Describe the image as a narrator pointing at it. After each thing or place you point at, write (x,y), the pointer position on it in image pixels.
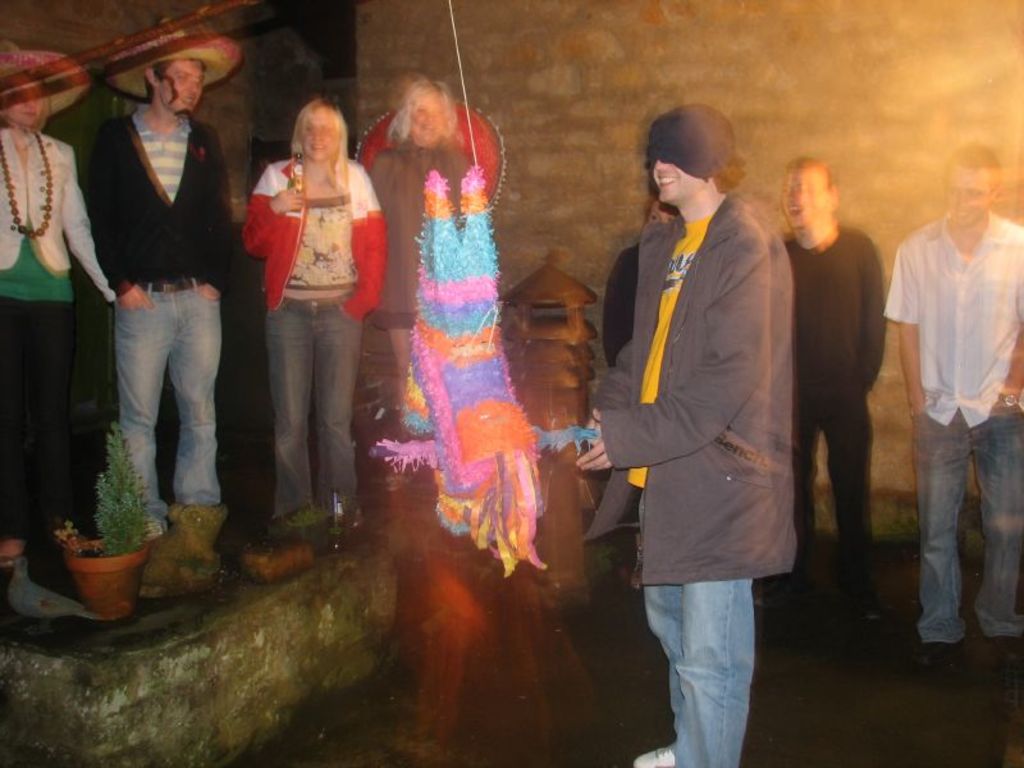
This is an image clicked in the dark. Here I can see a man (697,527) standing facing towards left side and smiling. In front of this man (686,339) there is a colorful toy (493,311) hanging. In the background (312,186) few people (369,270) are standing and smiling by looking at this man (727,540). On the left side (83,577) there are few plant pots (118,572) placed on a wall (213,694). In the background (495,52), I can see a wall (563,52).
